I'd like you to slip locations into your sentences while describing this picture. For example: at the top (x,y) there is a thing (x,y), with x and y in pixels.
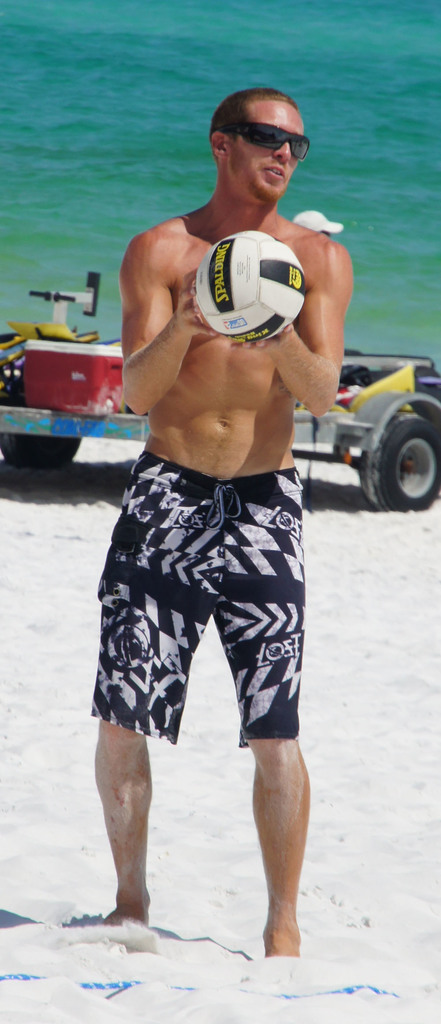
This is the picture wearing the black shorts (174,498) and holding the ball (272,303) in the beach (8,477) and behind him there is a motor (43,444).
